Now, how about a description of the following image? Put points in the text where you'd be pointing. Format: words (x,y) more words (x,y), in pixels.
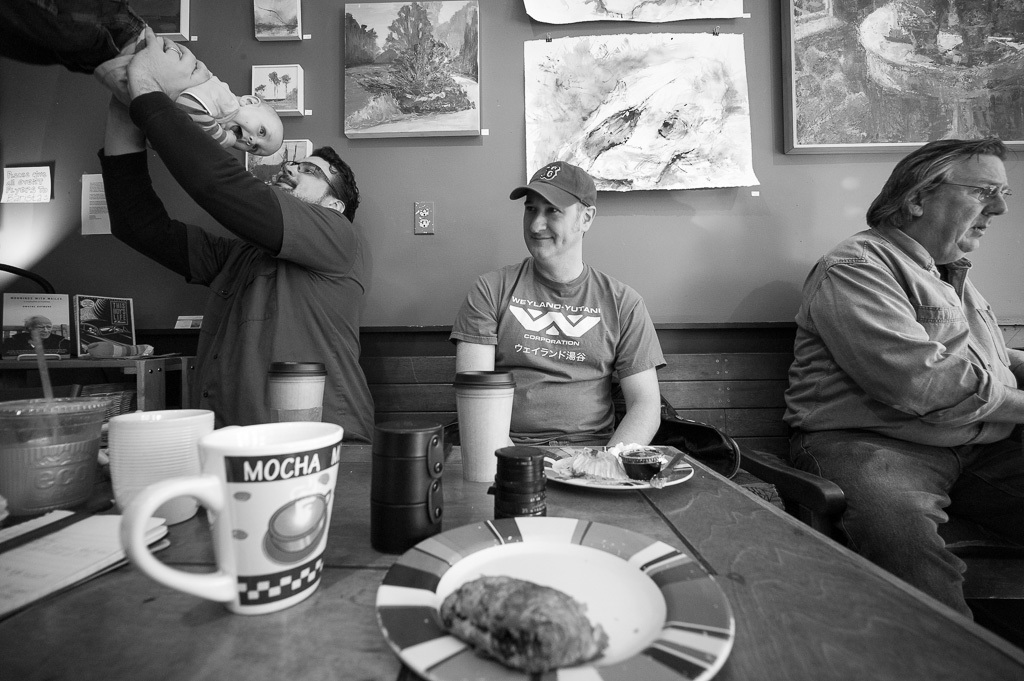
Three men (282,359) are in a coffee shop (776,398). Of them one is playing with a boy (223,137).
